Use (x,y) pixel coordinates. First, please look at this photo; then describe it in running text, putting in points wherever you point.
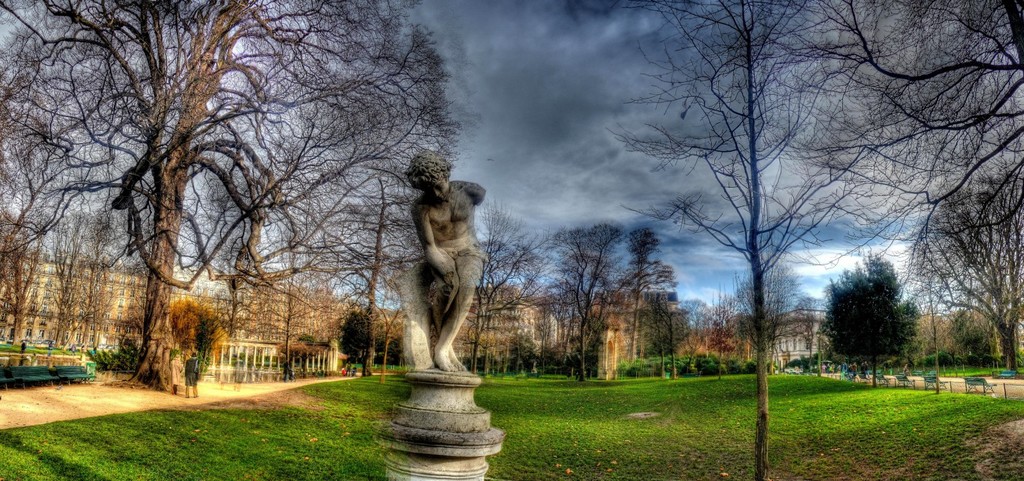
In this image we can see buildings (309,364), benches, persons (197,372) walking on the walking path (208,393), trees (530,293), statue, pedestal (480,434), shredded leaves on the ground (610,389) and sky (829,99) with clouds (487,106).
